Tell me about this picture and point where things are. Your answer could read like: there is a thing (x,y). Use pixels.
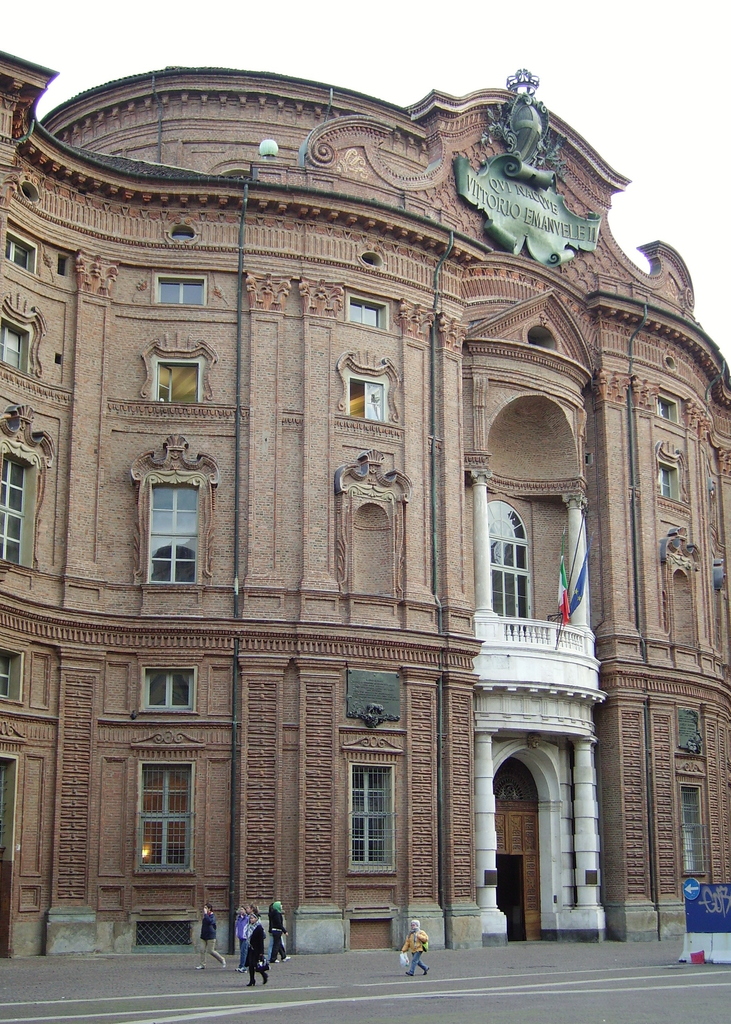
In this image, we can see a building (349,759) with glass windows (184,818), pipes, walls (342,584), pillars (253,805). At the bottom (500,1004), there is a road (395,1004). Few people (260,959) are walking here. On the right side (702,923), we can see some board (712,931). Here we can see a sign board (693,879). In the middle of the image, we can see few flags (577,587).
